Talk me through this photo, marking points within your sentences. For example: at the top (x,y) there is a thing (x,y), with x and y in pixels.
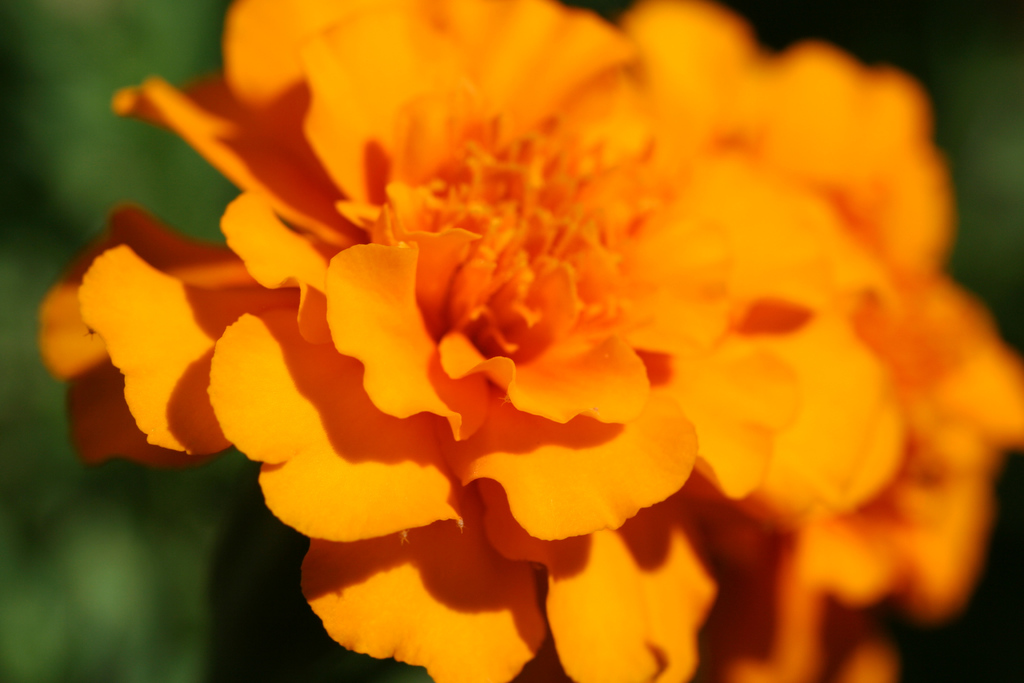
There is a plant (297,490) having yellow color flowers (590,425). And the background (179,551) is blurred.
